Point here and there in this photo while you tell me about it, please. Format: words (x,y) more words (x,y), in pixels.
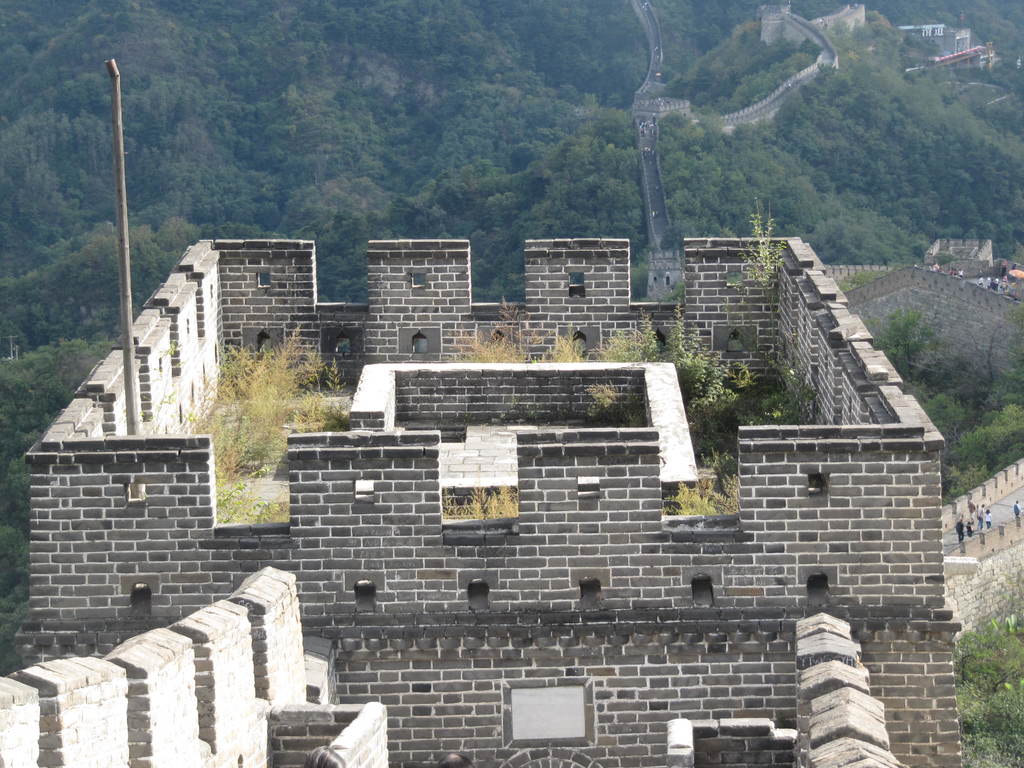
In this picture we can see the great wall of china (758,333) and some people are standing on the path (1018,497). Behind the great wall of china (642,99) there are trees (812,9).
